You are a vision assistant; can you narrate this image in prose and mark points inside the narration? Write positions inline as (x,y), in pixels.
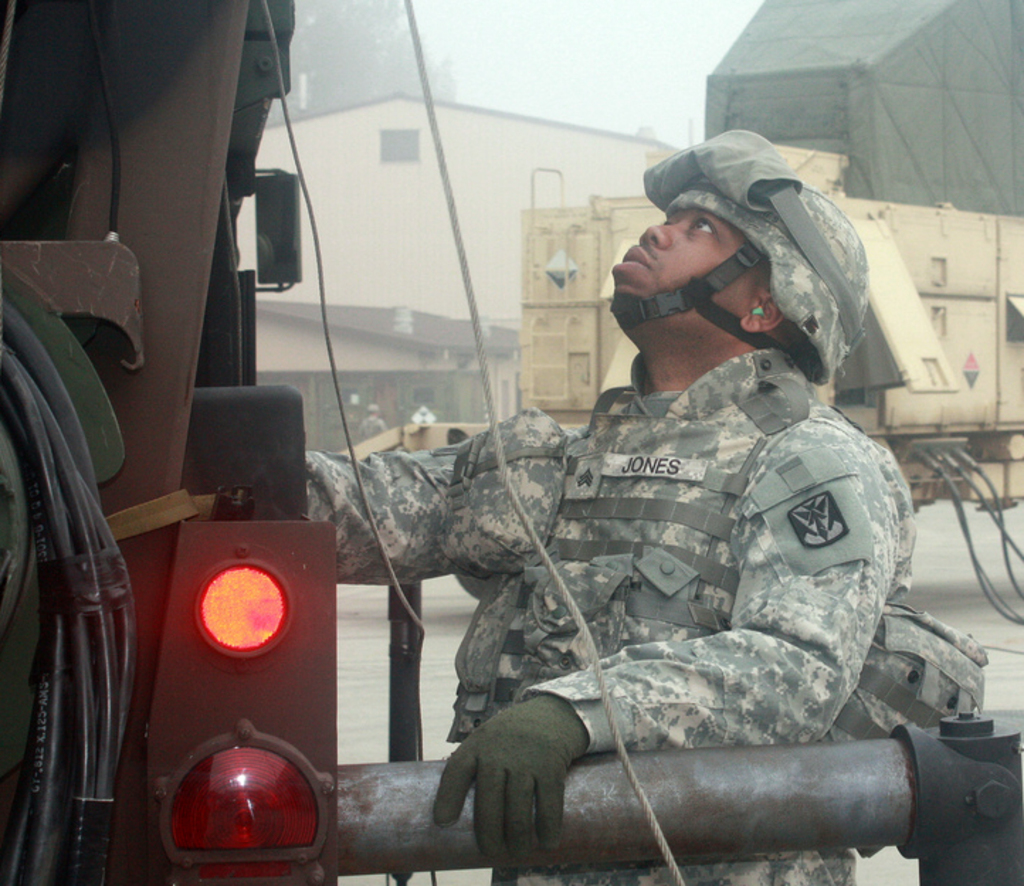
In this picture I can see a building (489,286) and few people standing and a man (688,292) operating a machine (76,767) and he wore a cap (782,209) on his head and gloves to his hands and we see another machine (608,380) on the side and i can see trees (353,78) and a cloudy sky (568,54).
